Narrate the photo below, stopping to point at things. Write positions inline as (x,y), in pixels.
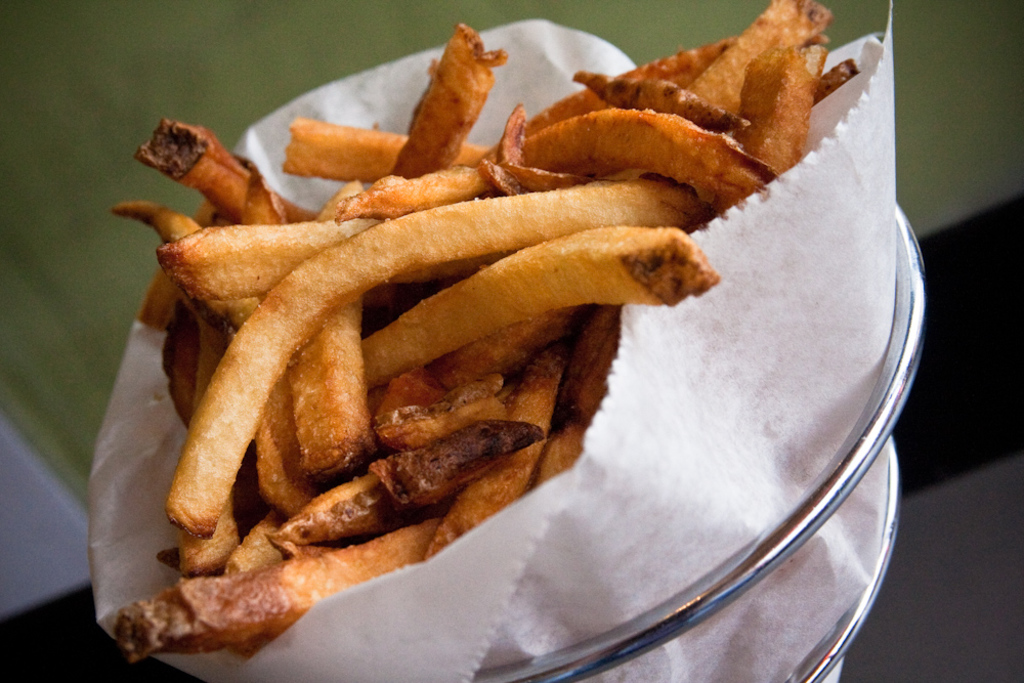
In the picture we can see some fried snacks (305,583) in the bowl (607,666) with a tissue (122,496) to it and behind it we can see a wall (45,382).
